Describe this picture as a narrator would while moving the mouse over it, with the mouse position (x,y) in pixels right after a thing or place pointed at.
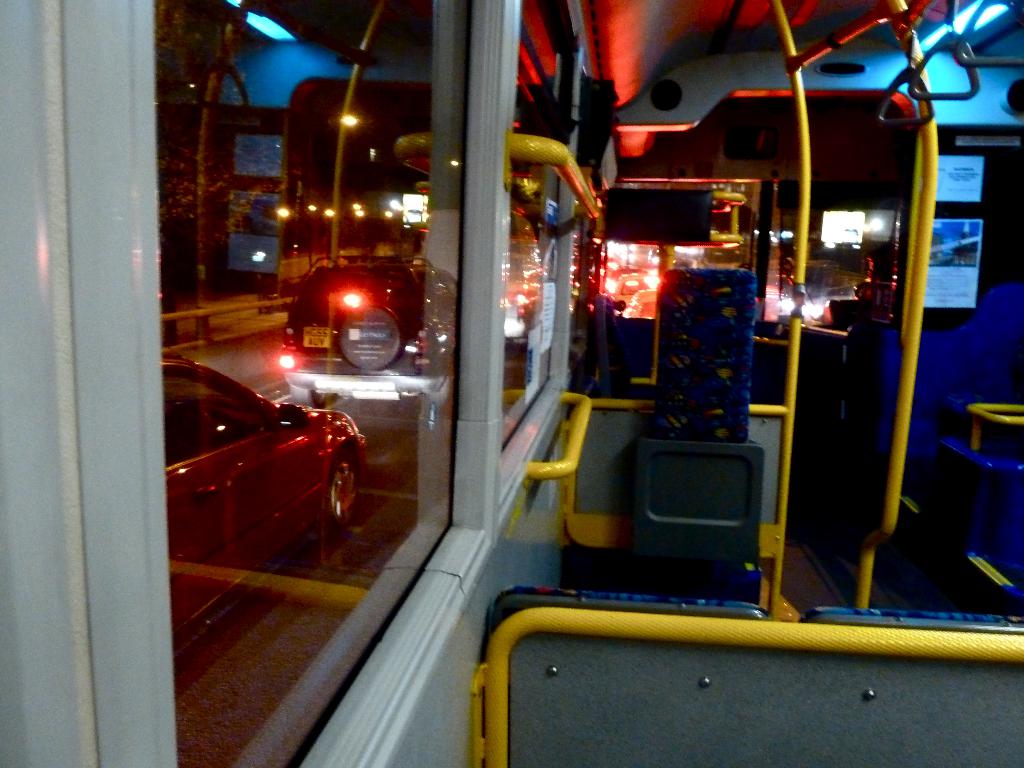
In this image we can see the inner view of a motor vehicle (820,465). In the motor vehicle (827,528) there are seats (860,617) and iron rods (848,640). In the background (327,331) we can see motor vehicles (312,405) on the road (277,388).
